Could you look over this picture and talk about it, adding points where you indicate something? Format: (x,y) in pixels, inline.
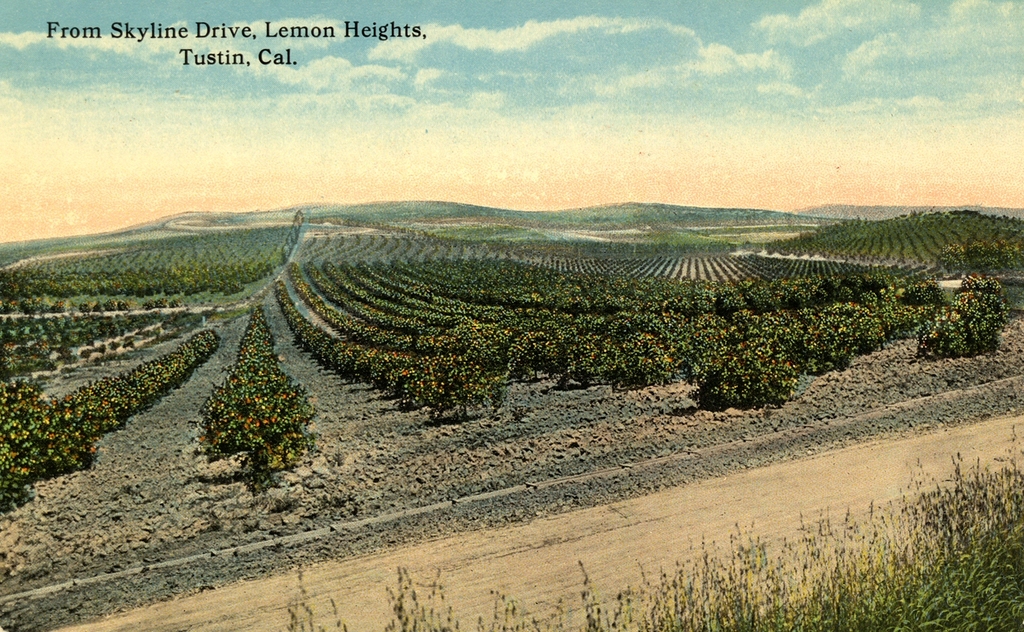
In this image there is the sky (446,103) towards the top of the image (440,83), there are clouds (703,74) in the sky (549,153), there are mountains (522,213), there are plants (581,352) on the ground (520,511), there are plants (898,578) towards the bottom of the image (869,557), there is text (207,55) towards the top of the image (267,50).
